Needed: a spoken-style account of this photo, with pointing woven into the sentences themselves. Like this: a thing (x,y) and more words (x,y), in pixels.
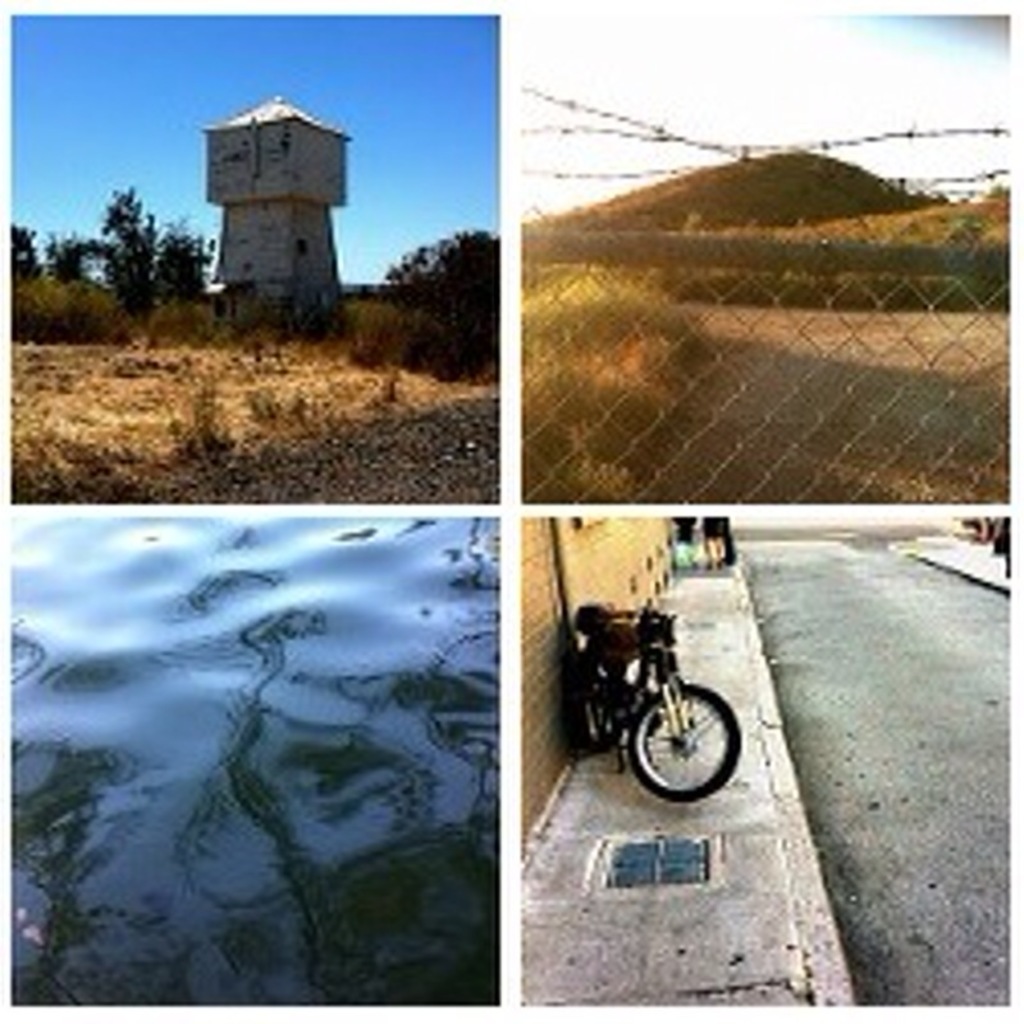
In this image we can see a collage of four pictures, in the first picture there are some trees (123,263) a building (261,282) and a sky (407,135). In the second picture there is a fence (754,243), mountains (778,204) and a sky (707,69). In the third picture there are water (227,764) and in the fourth picture there is a road (797,667) and a bike (665,719) parked on the pavement (727,676) and a wall (615,579).
